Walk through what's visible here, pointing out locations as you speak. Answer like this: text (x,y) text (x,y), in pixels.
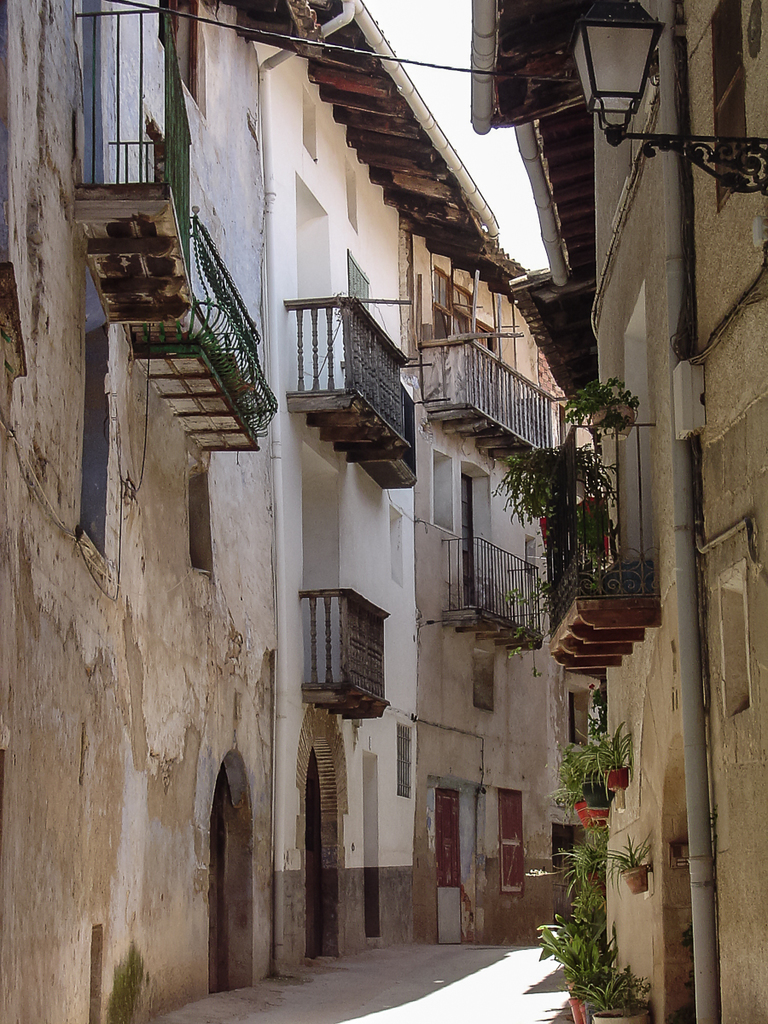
In this picture we can see the road (560,1009), here we can see buildings (544,923), house plants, light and some objects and we can see sky (439,114) in the background (432,107).
